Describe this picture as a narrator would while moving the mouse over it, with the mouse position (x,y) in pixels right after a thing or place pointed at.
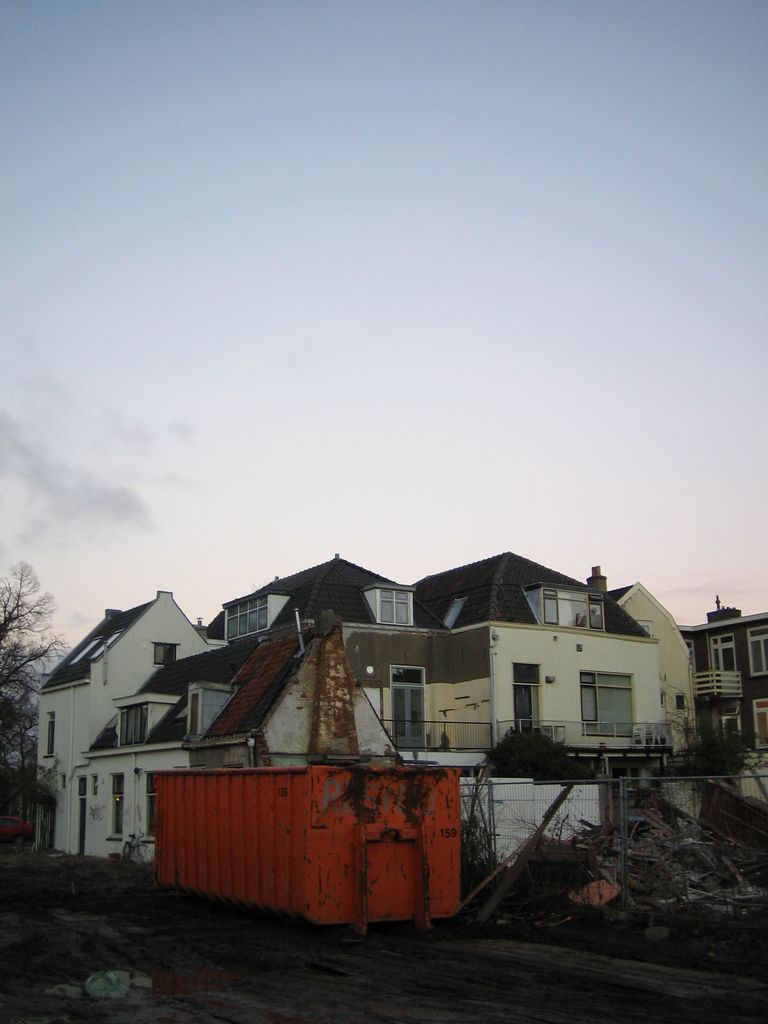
There are buildings (288,707) at the bottom of this image (606,707) and there are some trees (9,685) on the left side of this image (20,729) and right side of this image (519,760) as well. The sky (429,400) is at the top of this image (99,267).
